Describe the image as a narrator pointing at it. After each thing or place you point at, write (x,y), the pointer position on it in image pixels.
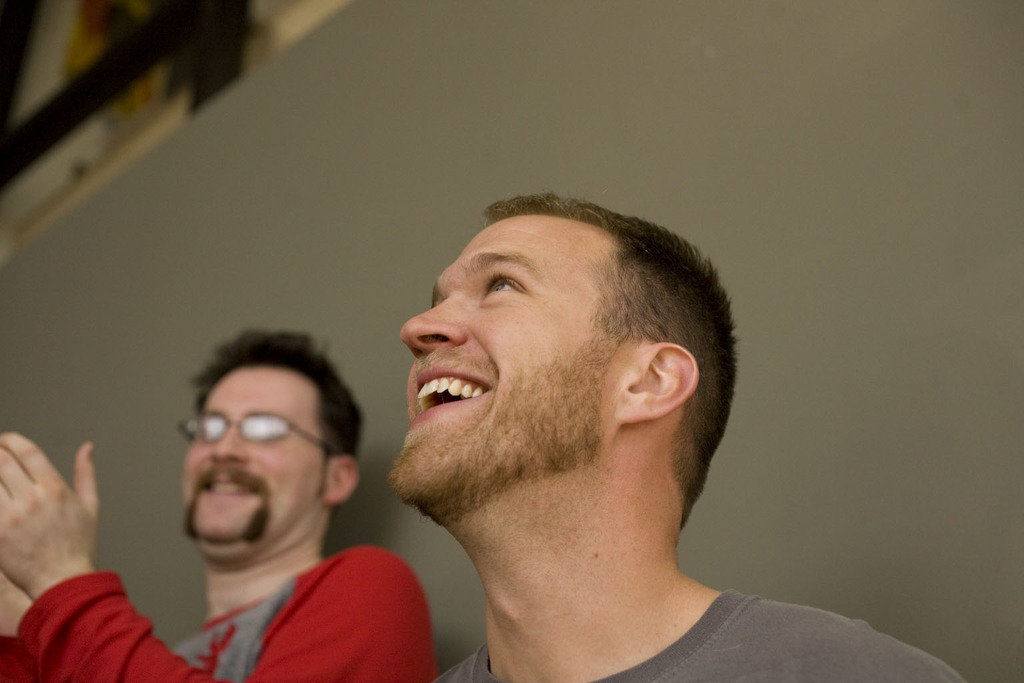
In the center of the image (499,247) there is a person (484,226) laughing. Beside him there is another person (314,542) he is wearing red color shirt (38,667). He is clapping his hands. In the background of the image (353,150) there is wall (865,197).
